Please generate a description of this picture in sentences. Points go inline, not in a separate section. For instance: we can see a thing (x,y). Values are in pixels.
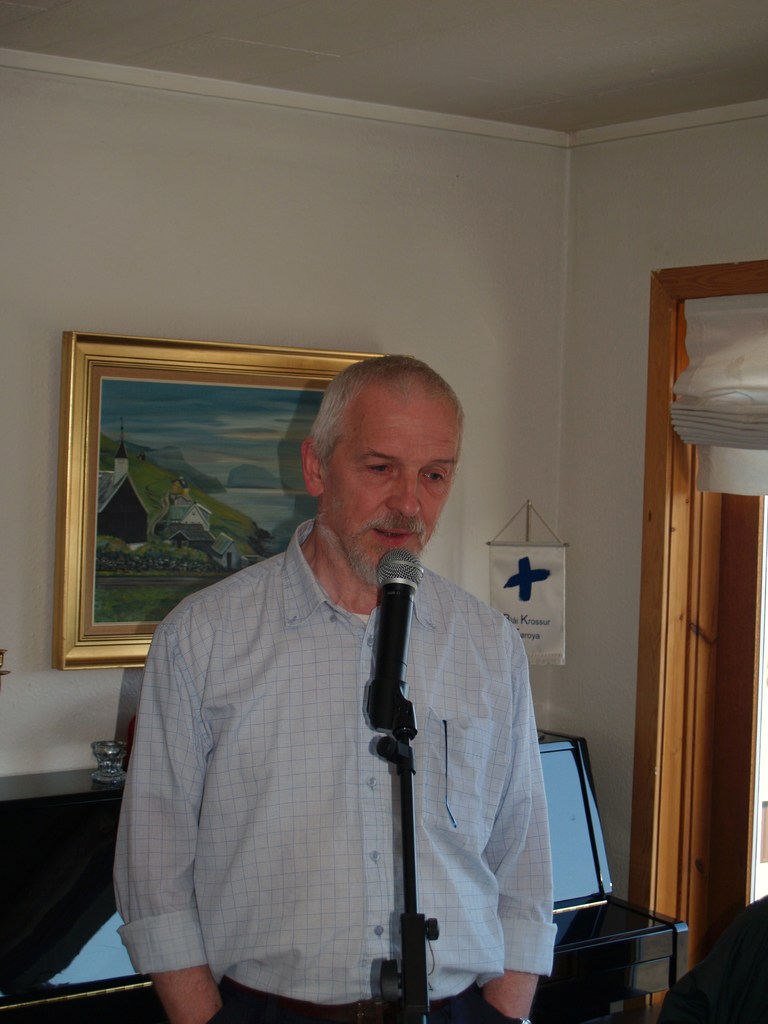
In this image we can see a person (383,514) giving a talk. And we can see mike (409,594) in front (400,598) side. And behind we can see a wall (535,413) on which one painting (123,354) is there. And another object (543,544) is hanged. And we can see the door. And we can see some objects (117,762) are placed on the piano (98,793).
